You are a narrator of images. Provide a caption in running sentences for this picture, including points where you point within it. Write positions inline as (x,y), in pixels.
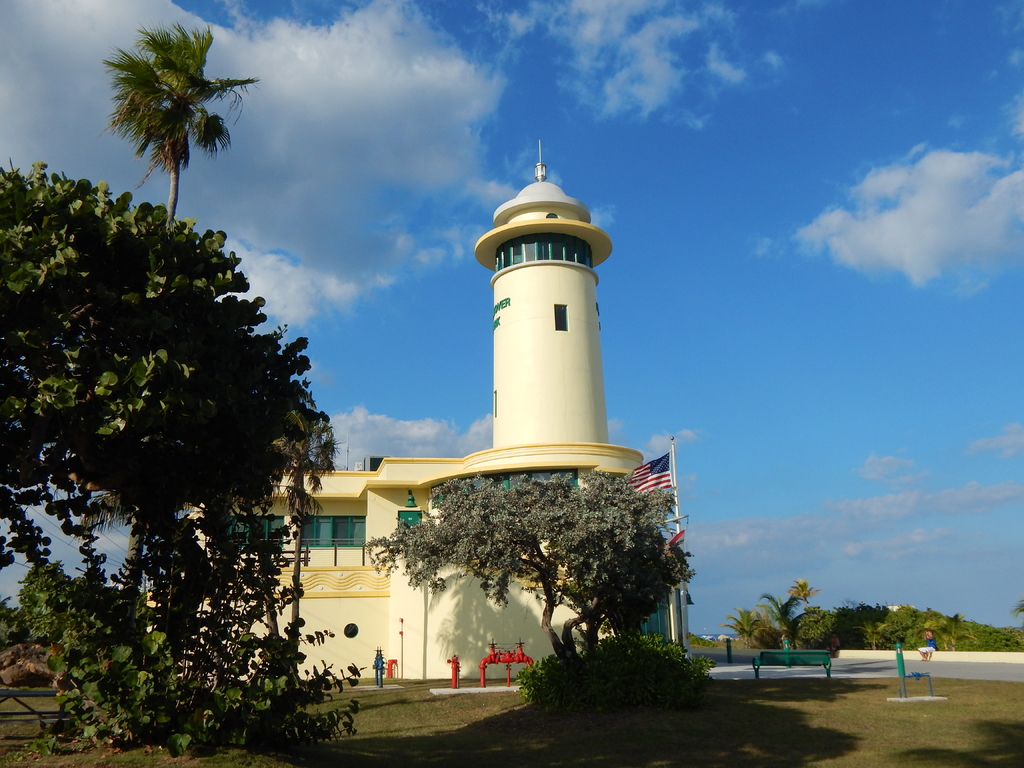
In this picture we can see a building (512,330) with windows (566,472), trees (57,354), bench (821,665) on the ground (646,719) and a person (926,644) sitting on wall (986,651), flag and in the background (745,196) we can see the sky (660,205) with clouds (931,258).
